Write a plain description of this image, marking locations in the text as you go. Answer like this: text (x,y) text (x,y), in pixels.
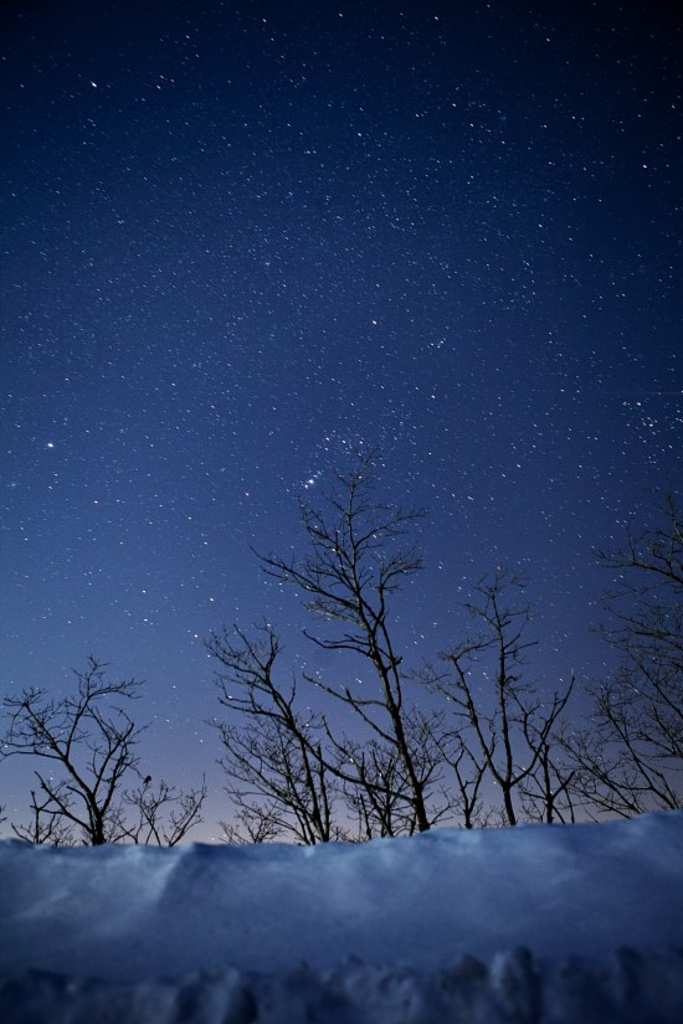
In this picture I can see at the bottom (392,970) it looks like the snow (346,962), in the middle (360,596) there are trees (372,700). At the top (408,208) there is the sky (380,319).
